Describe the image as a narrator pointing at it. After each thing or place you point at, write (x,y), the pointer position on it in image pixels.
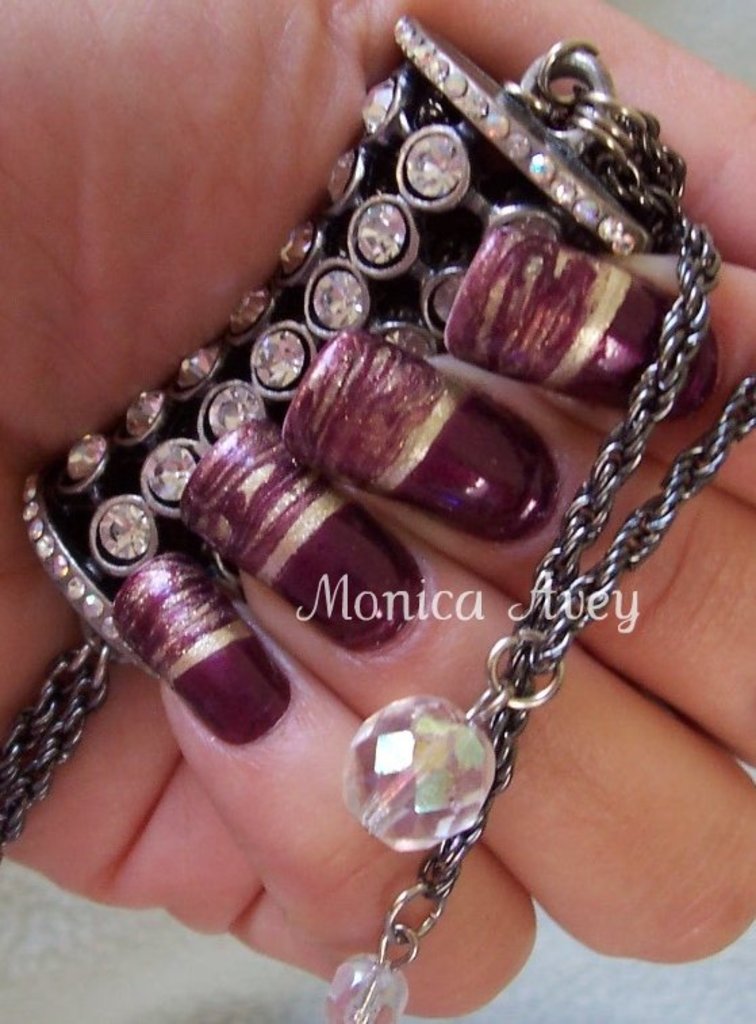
In this image I can see a hand (368,386) with a metal object (446,225).
